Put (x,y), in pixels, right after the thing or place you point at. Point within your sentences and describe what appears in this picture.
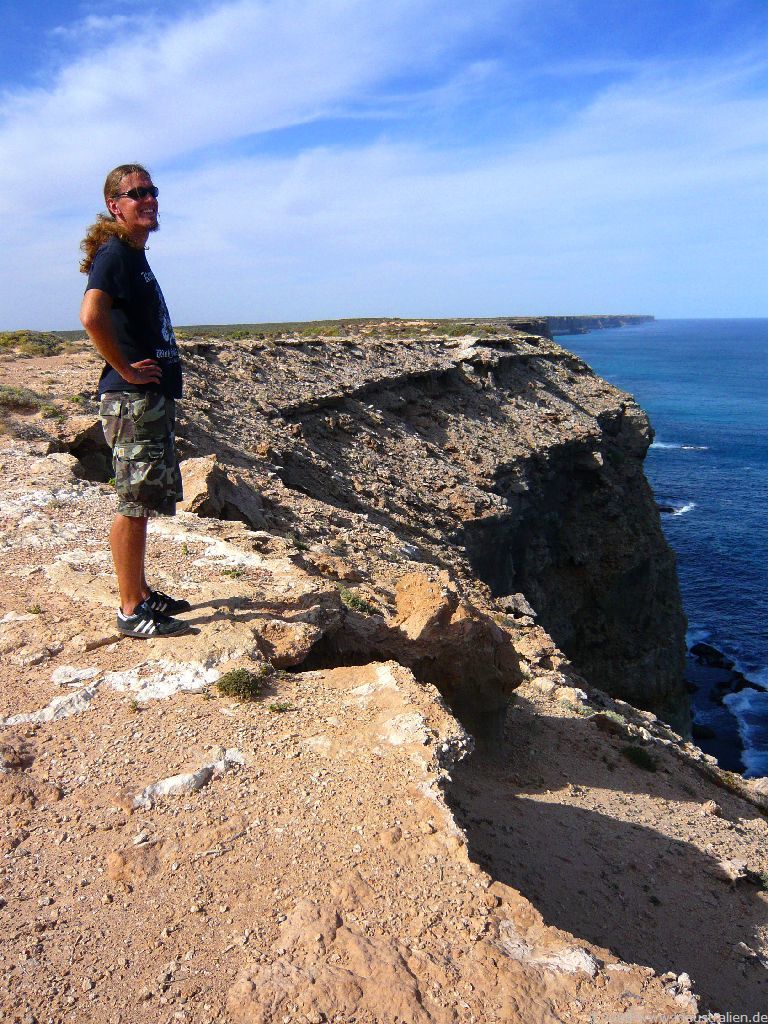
In this image there is a person (152,295) standing on the seashore (250,359), on the right side of the image (739,552) there is a sea (737,523). In the background (56,126) there is the sky (20,245).
